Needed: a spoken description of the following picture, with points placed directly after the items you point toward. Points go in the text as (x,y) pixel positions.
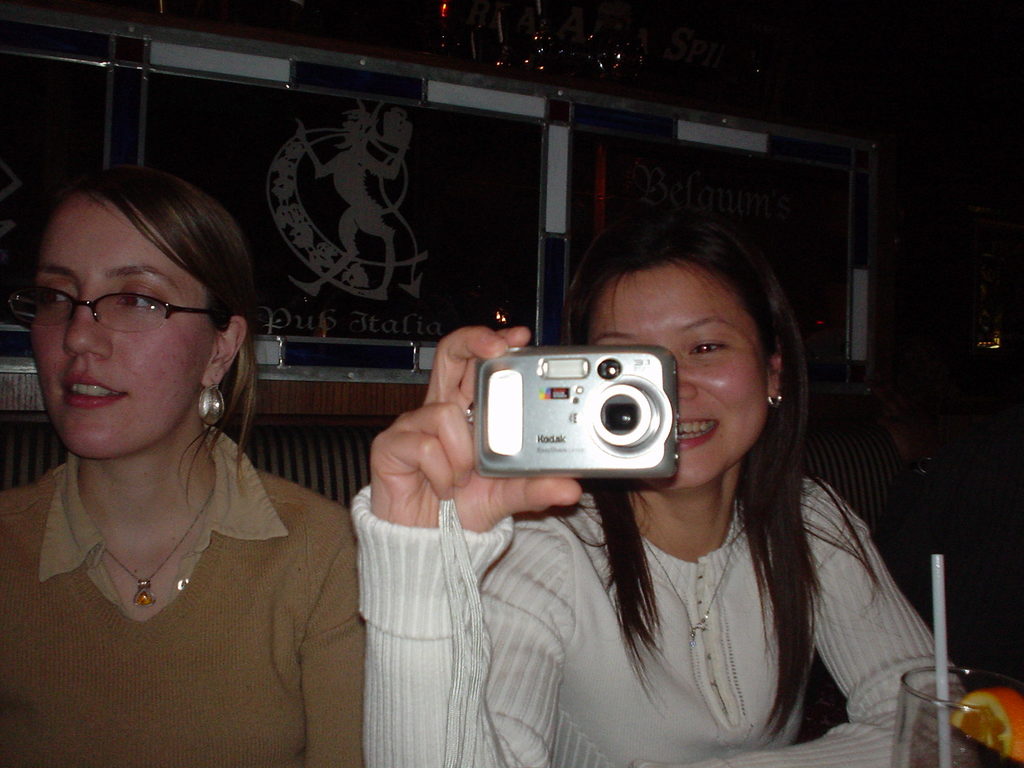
This woman (753,546) wore white jacket (631,739), smiling and holding a camera (622,420). Beside this woman (531,666) another woman (234,461) wore sweater (140,695), spectacles (160,318) and smiling. In-front of this image there is a glass (917,682) with straw (942,661) and fruit (960,719).
